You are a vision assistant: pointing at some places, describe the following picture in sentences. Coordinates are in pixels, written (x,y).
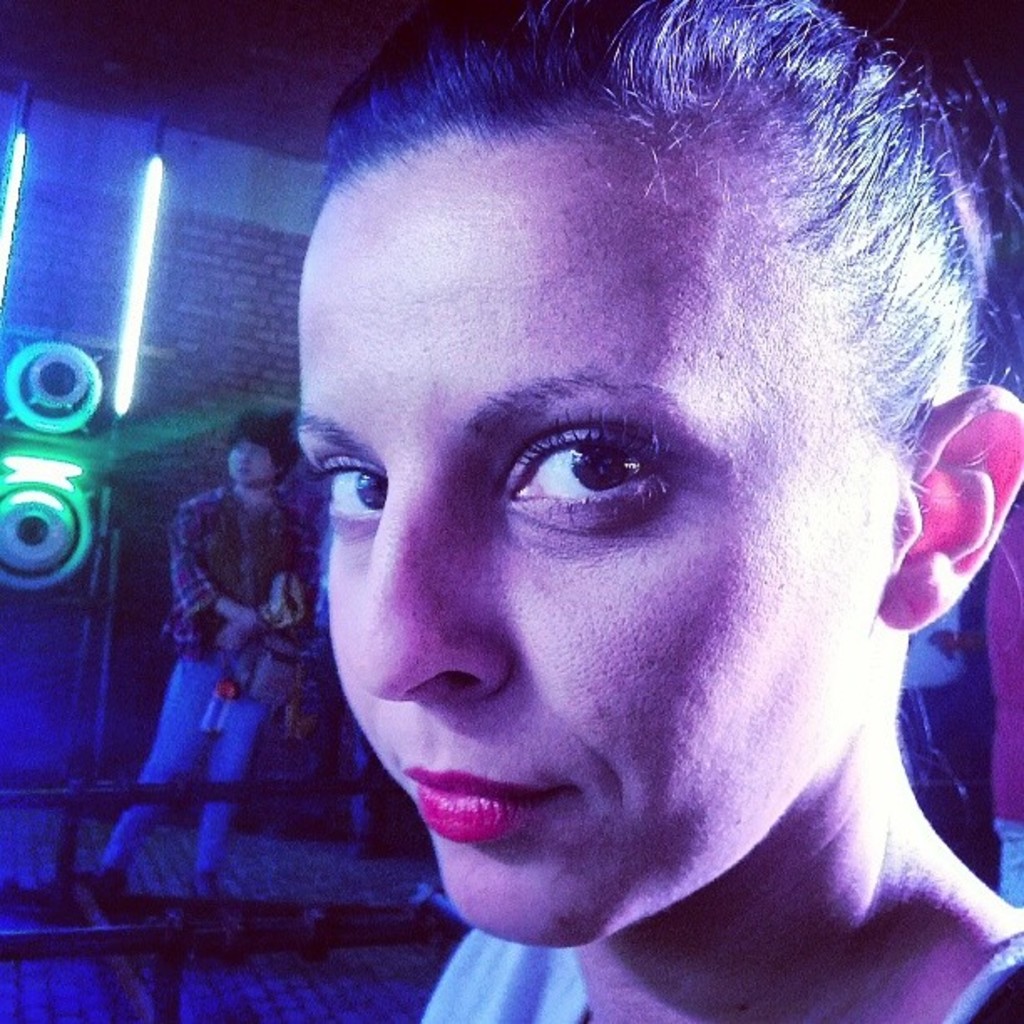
In this picture I can see a woman (494,604) and a man (258,561) and we see a building (259,284) and few lights (58,473).
